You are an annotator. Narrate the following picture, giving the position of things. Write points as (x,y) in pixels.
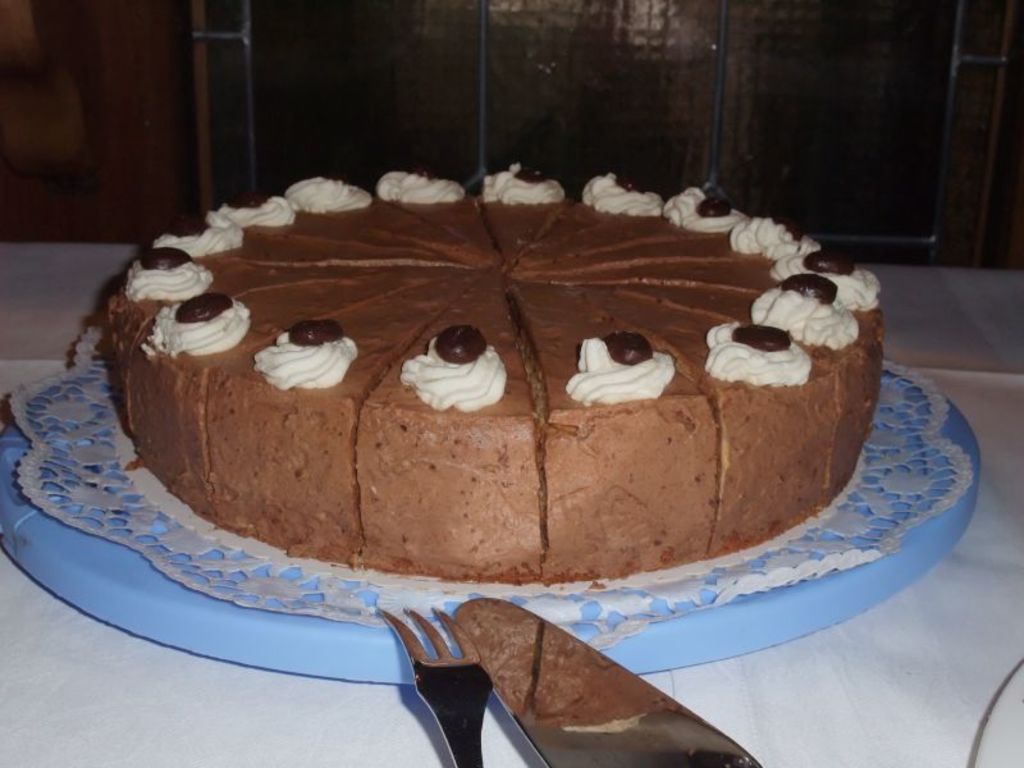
In this picture we can see a cake (298,372) in the plate (237,621), and we can find a knife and a fork (460,671) on the table (869,628).
